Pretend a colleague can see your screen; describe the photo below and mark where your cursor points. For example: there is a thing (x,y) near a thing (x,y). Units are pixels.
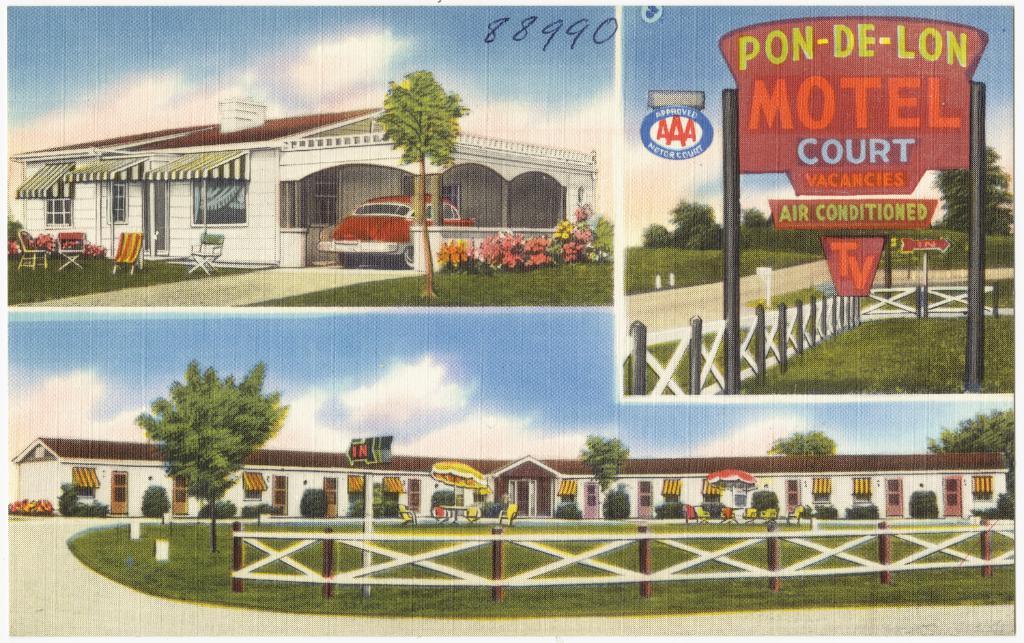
In this image we can see a collage of three images. To the left side of the image (175,218) we can see a building (296,211) with group of windows (323,189) and a car (408,211) parked in a shed (414,230). In the foreground of the image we can see a fence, a building (590,474) with a group of chairs (404,516), umbrellas (451,471) and trees (195,455). To the right side of the image (850,217) we can see a signboard (902,124) with some text (846,148) on it. In the background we can see the cloudy sky (577,396).
